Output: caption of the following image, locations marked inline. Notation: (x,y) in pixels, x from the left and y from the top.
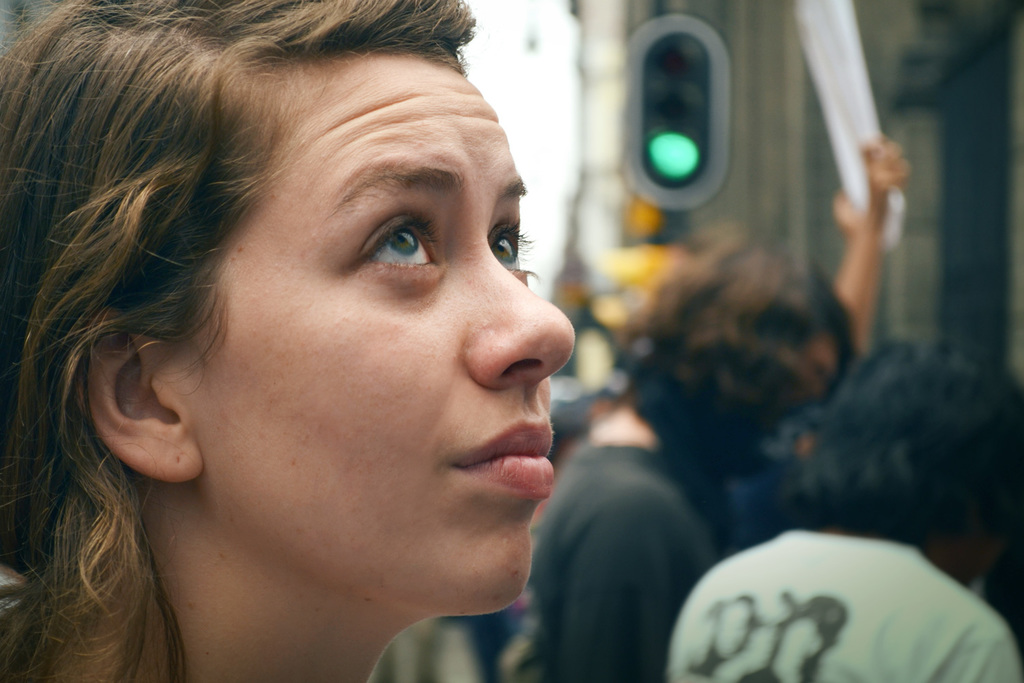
In this image there is a girl (249,387), beside the girl (198,396), there are a few people (774,400) standing. The background (786,123) is blurred.
